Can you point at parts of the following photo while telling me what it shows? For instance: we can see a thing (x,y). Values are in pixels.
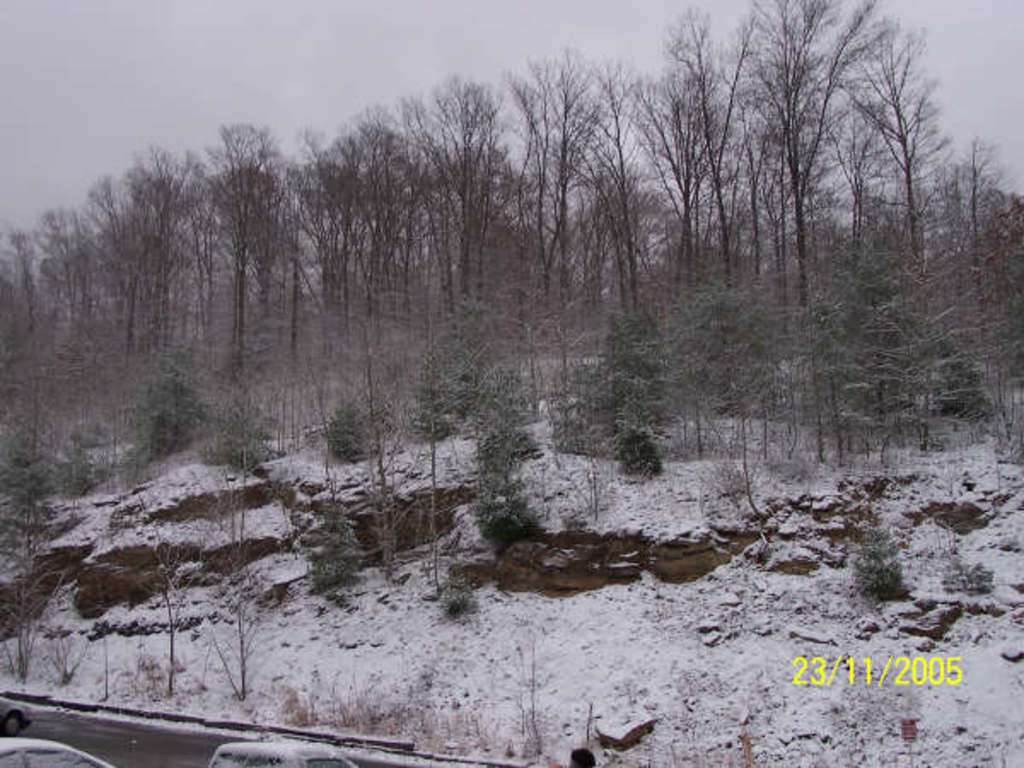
Here in this picture we can see a place (703,479), which is fully covered with snow (449,699) over there and we can see plants (351,454) and trees (211,450) present all over there and in the front (252,738) on the road (130,749) we can see cars (66,747) present over there.
